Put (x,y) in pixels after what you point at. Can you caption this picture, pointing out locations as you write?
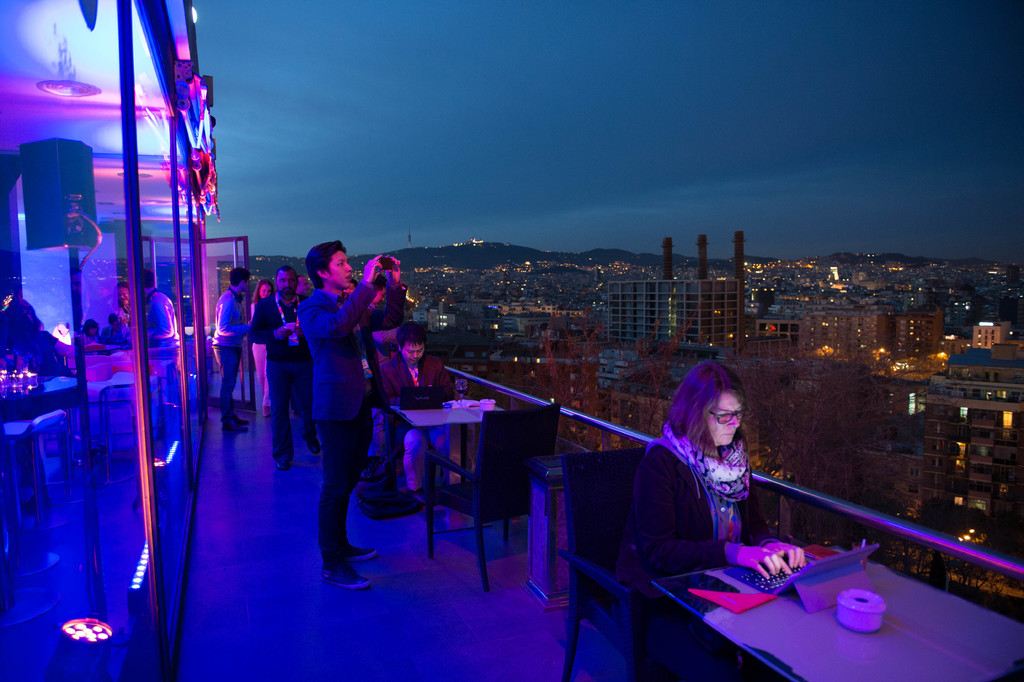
In the image there are few people (281,318), some of them are sitting in front of the tables (726,568) and working with laptops (740,568), on the right side (925,395) there are many buildings (577,296) and in the background (482,247) there is a mountain (486,246).
